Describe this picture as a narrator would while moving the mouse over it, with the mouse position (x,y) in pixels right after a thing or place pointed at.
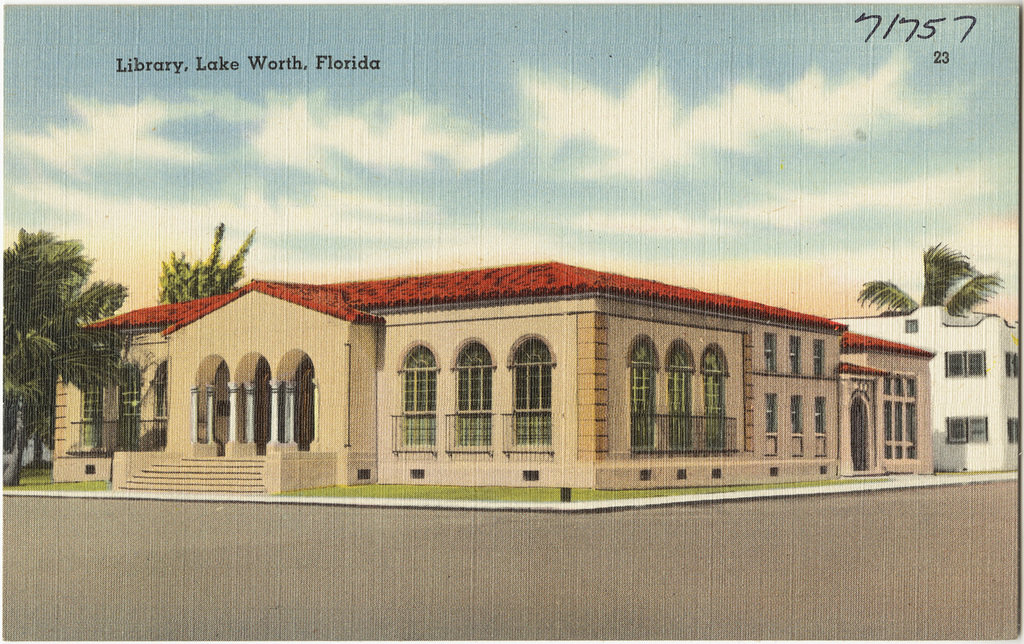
This is a picture of a poster (503,280), where there are buildings (507,404), trees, sky (826,141), numbers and words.
